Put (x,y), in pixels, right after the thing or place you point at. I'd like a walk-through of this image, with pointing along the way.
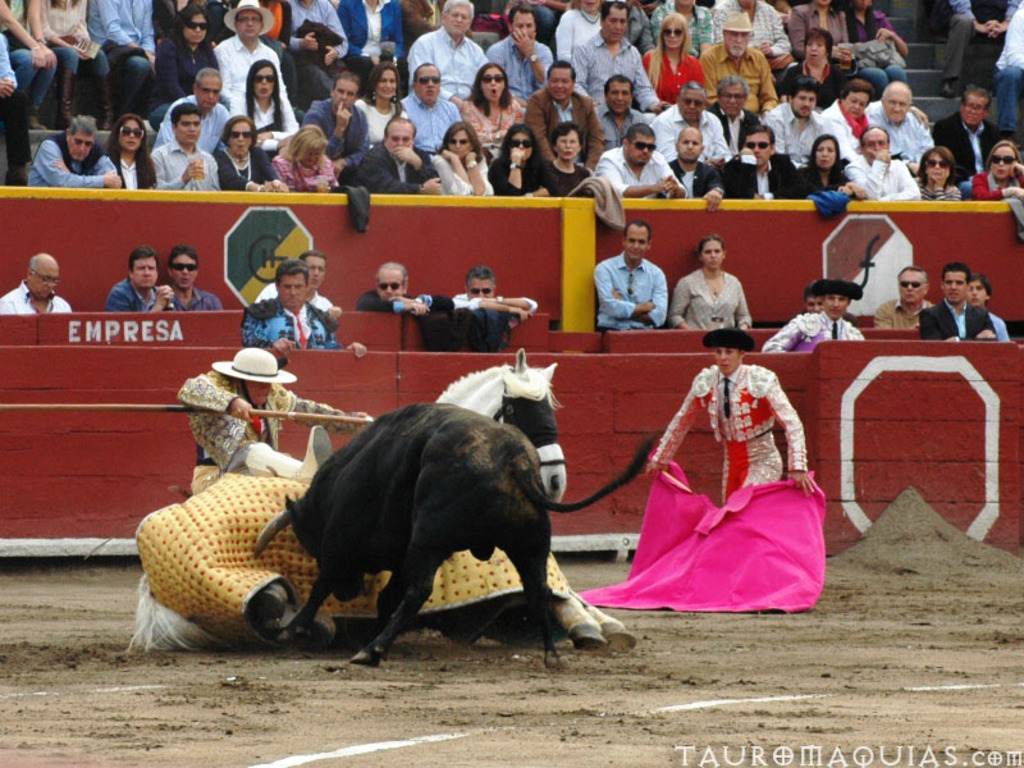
In this image I can see a animal (386,477) which is black and brown in color is standing on the ground (410,669) and another animal (501,415) which is white in color is laying on the ground (410,722). In the background (708,422) I can see a person (680,437) standing on the ground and few other persons (781,26) sitting on chairs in the stadium (657,58). I can see the red colored wall (124,444) and few persons (150,303) standing on the other side of the wall (674,281).
